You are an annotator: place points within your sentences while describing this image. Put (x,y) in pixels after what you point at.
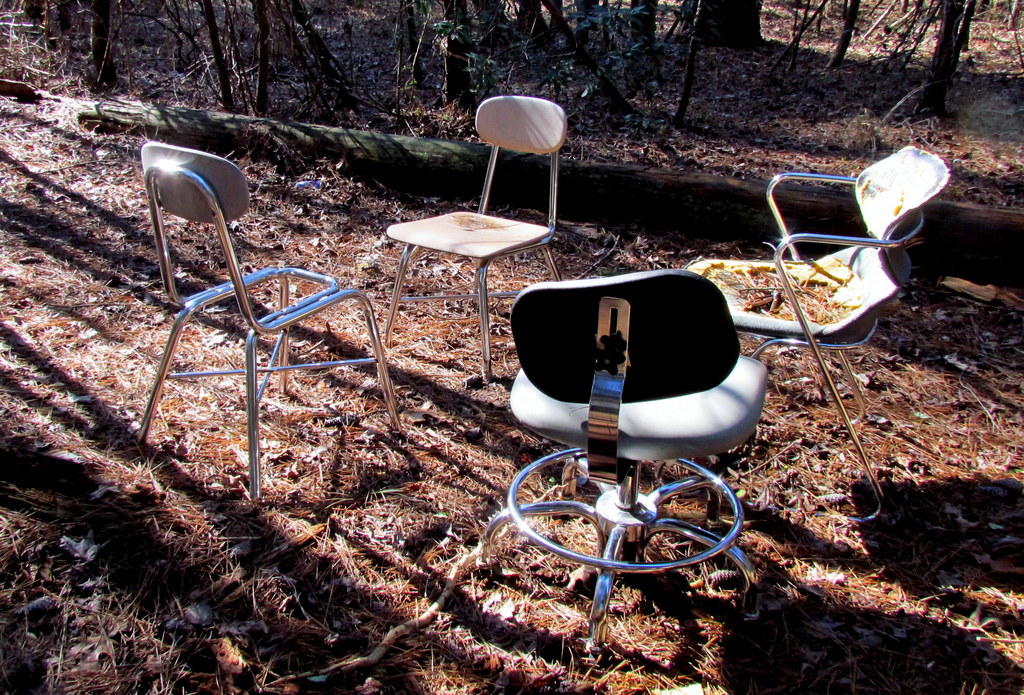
In this image I can see four chairs (761,264) on the ground (428,641). In the background (671,214) I can see a tree trunk (692,221) and trees (693,20). This image is taken may be during a day.
